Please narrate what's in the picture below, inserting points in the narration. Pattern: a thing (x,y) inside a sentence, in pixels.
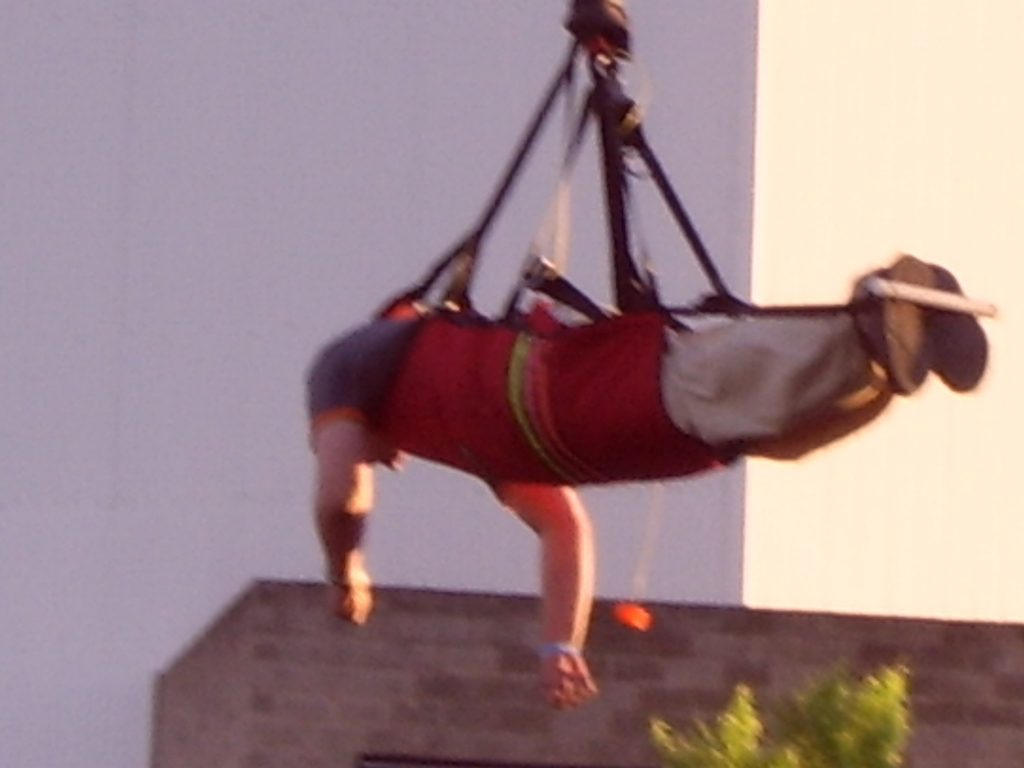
In this image we can see a person (559,548) in the air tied with ropes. On the backside (708,587) we can see a wall (529,661) and a plant (797,695).
